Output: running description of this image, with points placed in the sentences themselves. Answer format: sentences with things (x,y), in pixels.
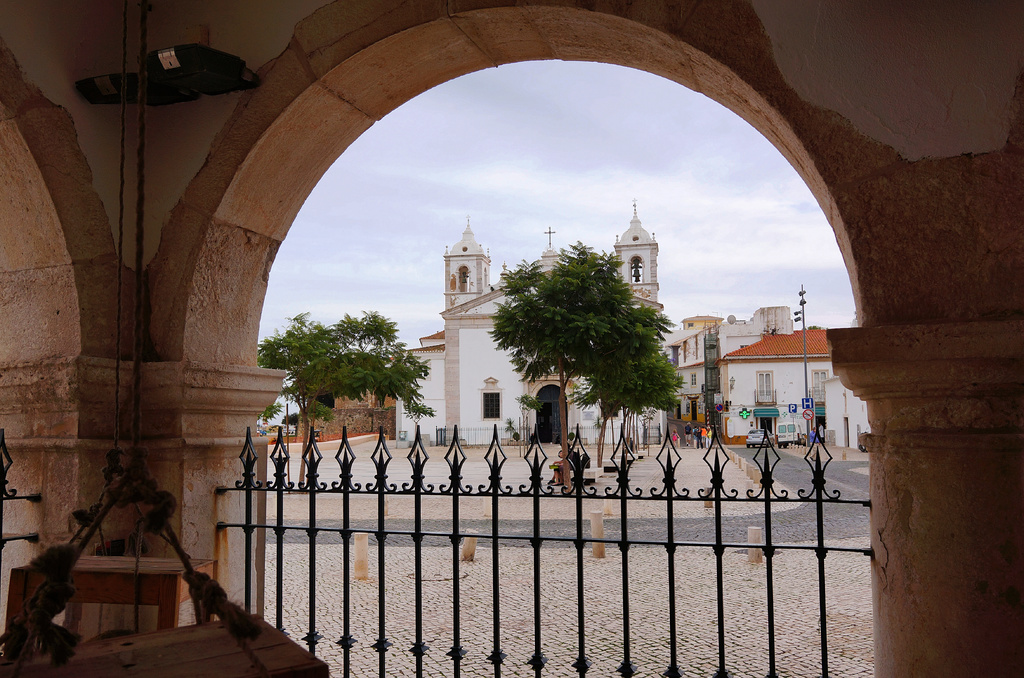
In this image we can see the arch (562,36), metal fence (770,489), buildings (633,259) with windows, trees (593,304) and we can also see the sky (581,184).
